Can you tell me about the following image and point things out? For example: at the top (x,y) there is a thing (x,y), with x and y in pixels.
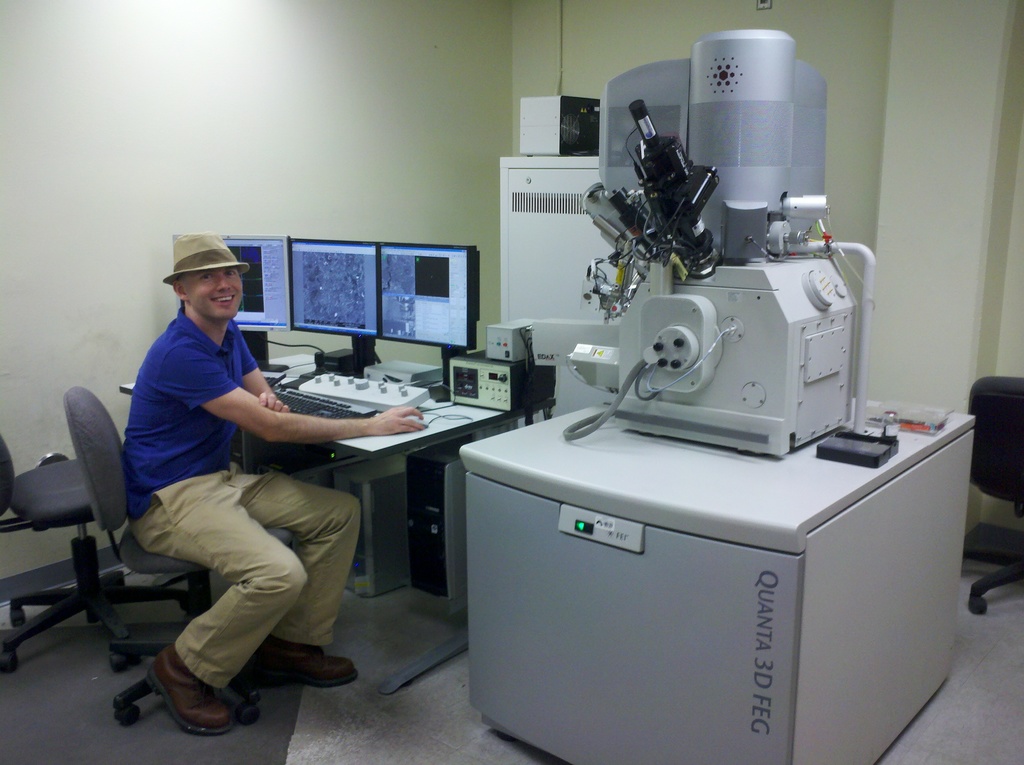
There is a man (203,289) sitting on chair (187,573) and smiling and wore hat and holding mouse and we can see chairs (2,469). We can see monitors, keyboards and objects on table (289,375). We can see electrical object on white surface (735,497). In the background (146,137) we can see wall (890,368).
